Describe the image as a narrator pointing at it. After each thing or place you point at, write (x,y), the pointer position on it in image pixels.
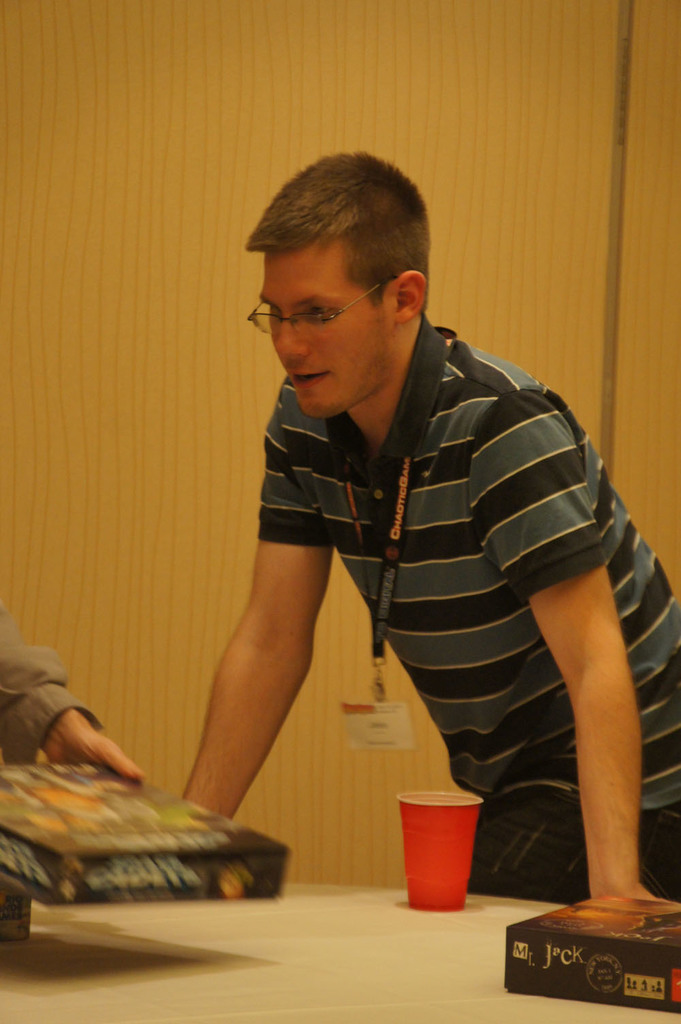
In this image i can see a man (491,611) wearing and standing there is a box (206,878) in front of him a glass (422,830) on a table (435,926).
